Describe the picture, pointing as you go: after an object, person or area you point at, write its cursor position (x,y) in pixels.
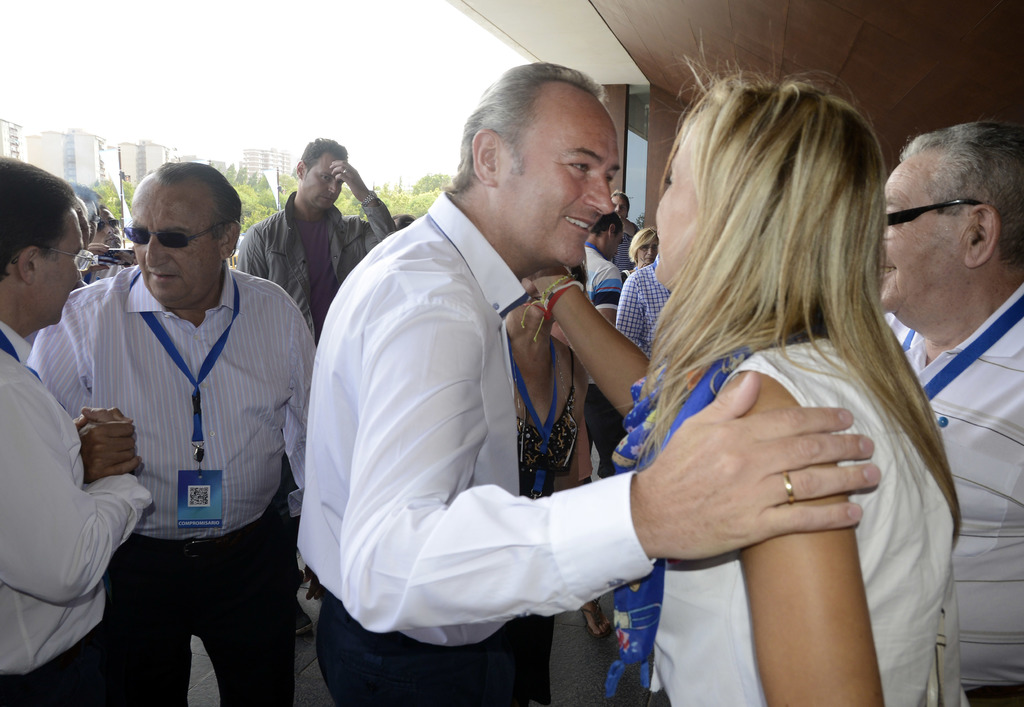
In this picture I can see a group of person (361,511) standing. Behind the person (313,285) I can see group of trees (409,206) and building (52,166). At the top (246,129) I can see the sky (246,129) and a roof (742,35).
